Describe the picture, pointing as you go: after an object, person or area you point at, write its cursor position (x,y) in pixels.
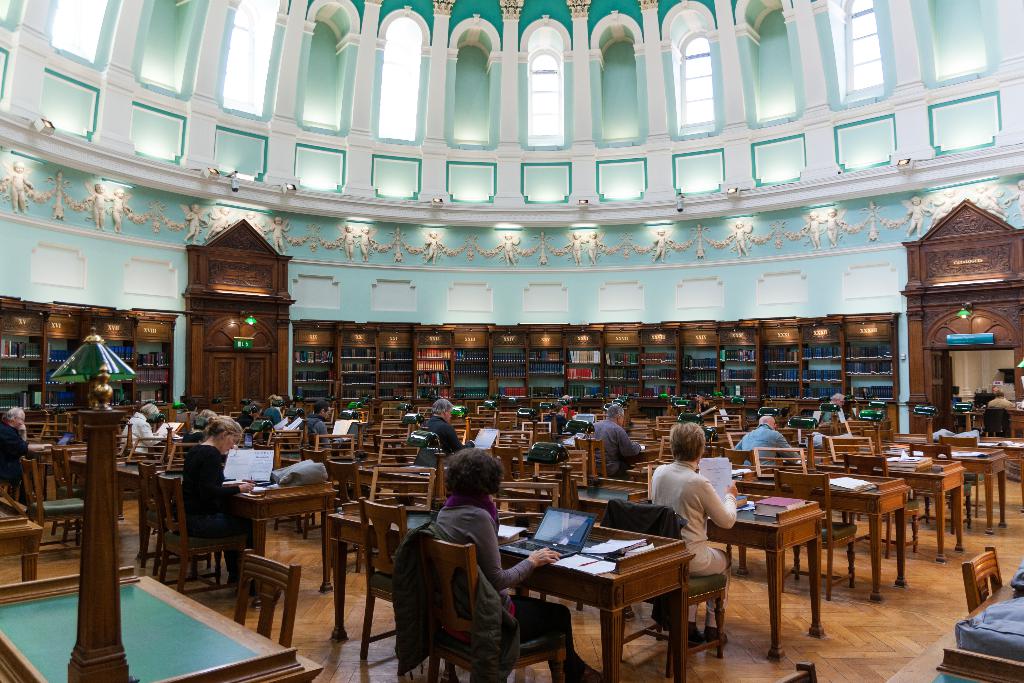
Few persons (460,462) sitting on the chair (501,446). We can see tables (300,493) and chairs (775,478). On the table (620,569) we can see laptop (556,538), paper (599,570), book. On the background (876,278) we can see wall (638,296). This is floor (898,588).
